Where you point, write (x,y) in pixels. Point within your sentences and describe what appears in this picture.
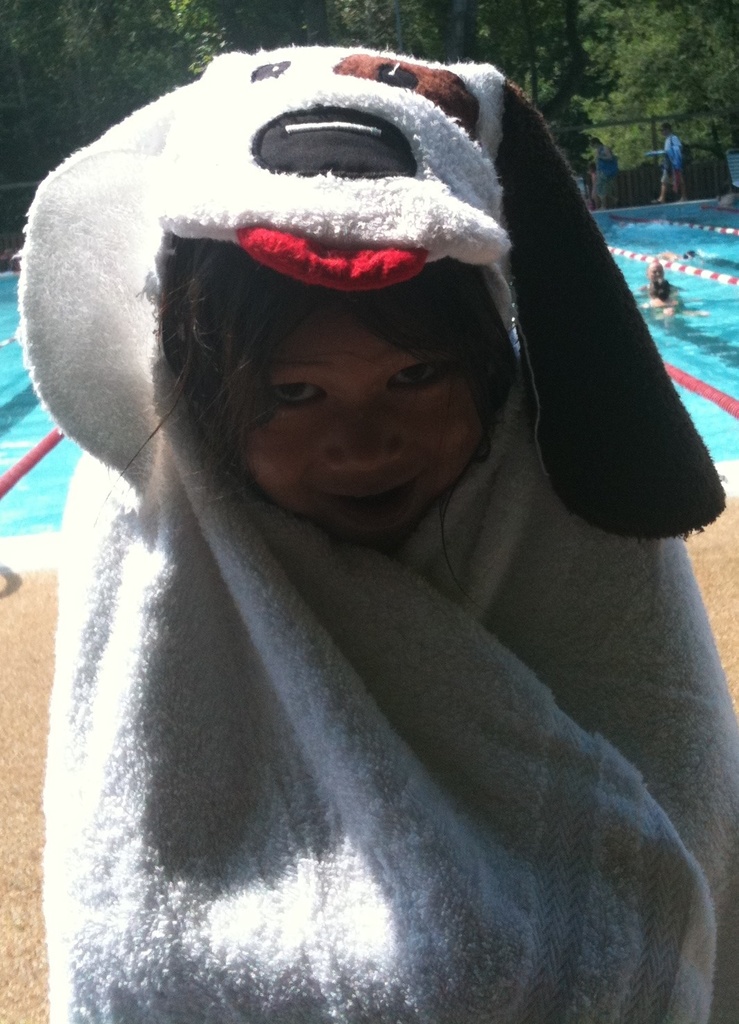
In this picture we can see a child (367,527) smiling with a towel (302,586) and in the background (56,479) we can see some people (604,185), water (635,267), trees (665,50) and some objects (693,385).
